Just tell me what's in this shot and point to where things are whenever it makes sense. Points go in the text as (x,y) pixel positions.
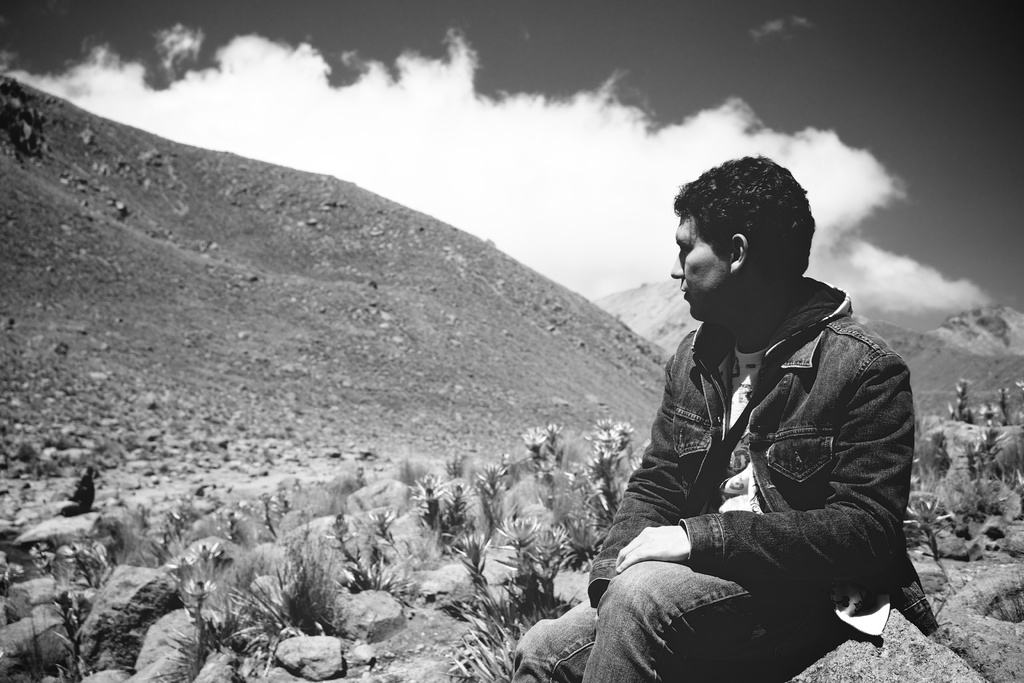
This is a black and white image. In this image we can see a man (707,619) sitting on the rock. We can also see some plants (433,536), stones (382,503), the hills (50,281) and the sky (578,254) which looks cloudy.
